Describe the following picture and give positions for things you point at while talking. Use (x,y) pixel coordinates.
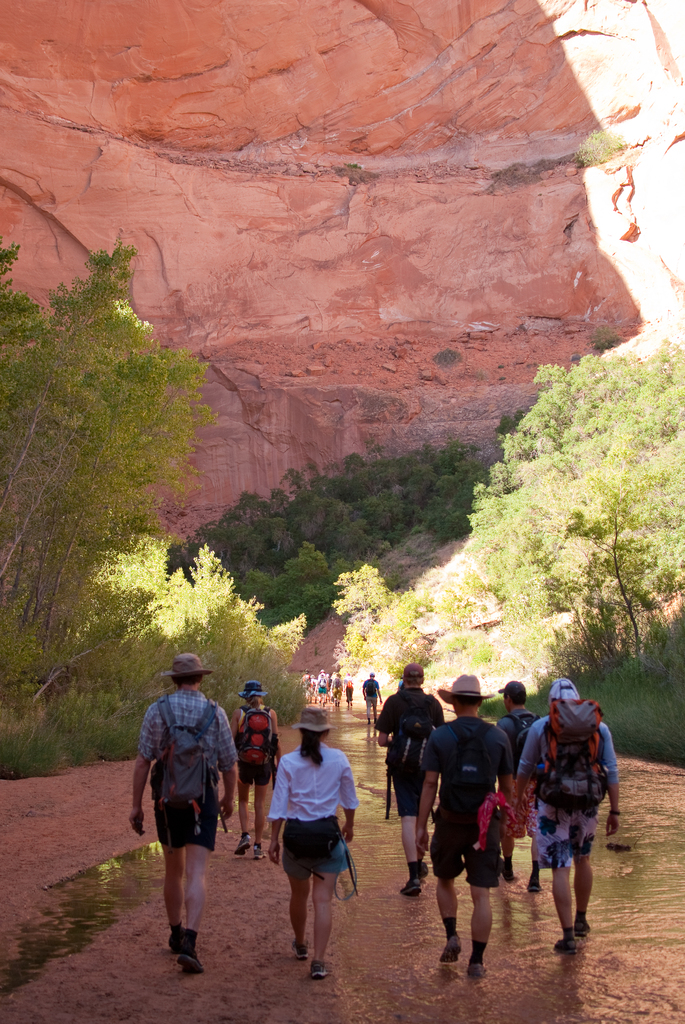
This picture is clicked outside. In the center (330,679) we can see the group of persons (376,709) wearing backpacks (597,795) and holding some objects (352,878) and walking on the ground (365,707) and we can see the rocks (321,341), plants (321,523) and trees (255,598).
